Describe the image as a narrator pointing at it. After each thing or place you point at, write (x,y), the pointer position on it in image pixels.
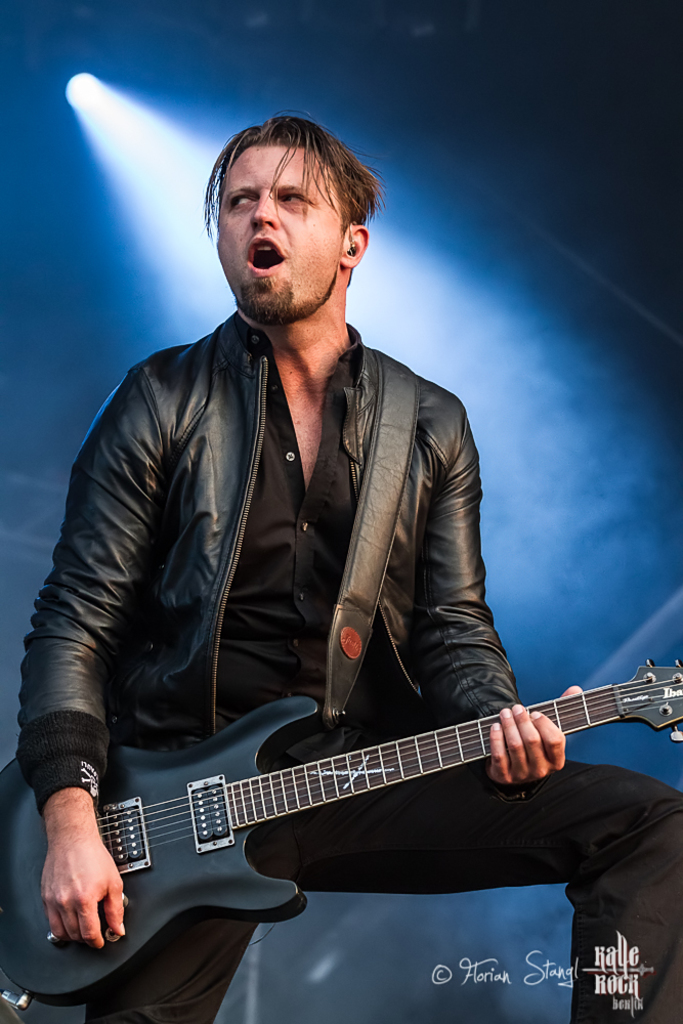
In this image I see a man (287,302), who is wearing a jacket (192,417) and holding the guitar (22,970). In the background (672,615) I see the light (528,375).
